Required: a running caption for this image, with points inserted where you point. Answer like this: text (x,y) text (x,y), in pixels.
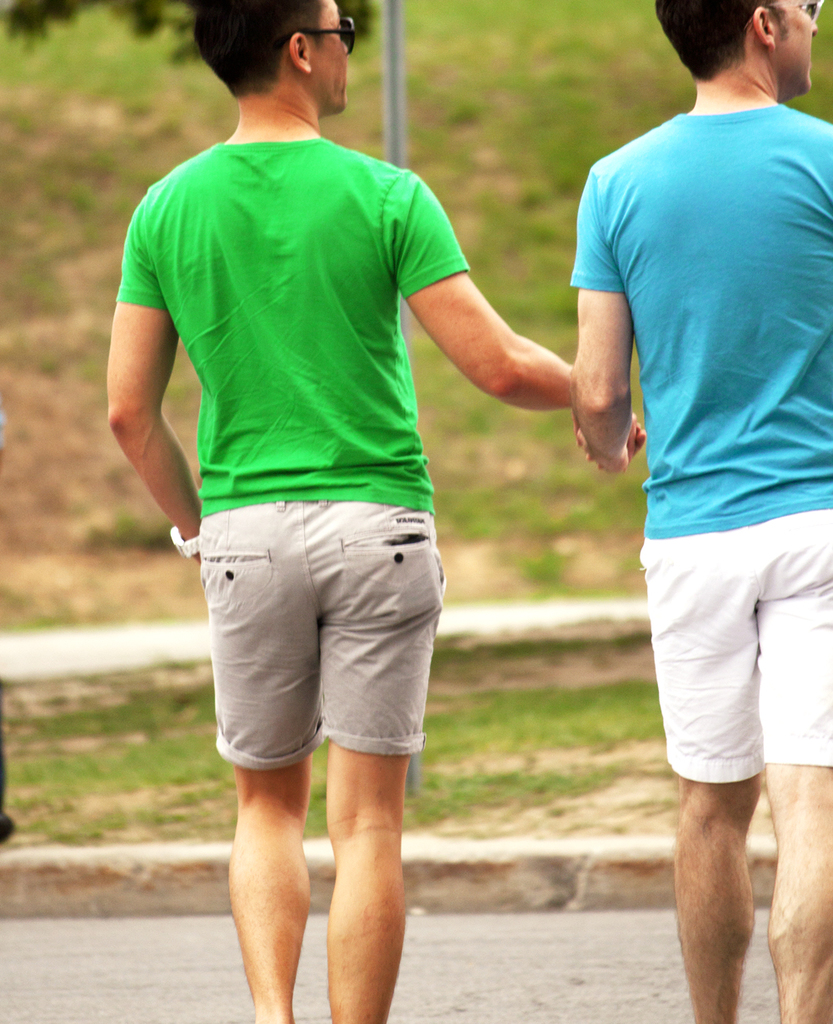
In this image I can see two people (789,366) are standing and wearing green and blue color t-shirts (788,297). In front I can see the grass (442,80) and the blurred background (628,30).
